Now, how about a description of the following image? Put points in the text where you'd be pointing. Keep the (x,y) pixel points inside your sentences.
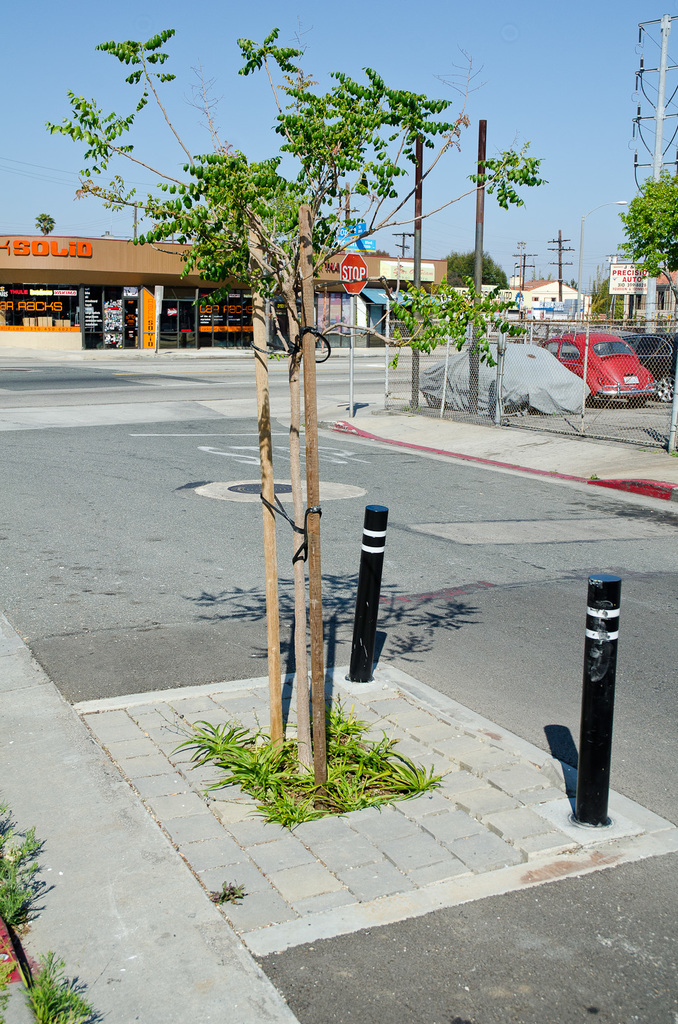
In this image there is a plant (294,317), beside the plant (295,560) there is a road (340,460), beside the road (421,486) there are cars (609,370) parked inside a closed mesh fence (471,379), in front of the fence (462,389) there is a building (178,297), in the background of the image (476,281) there are trees (501,275) and electric poles (559,264).
